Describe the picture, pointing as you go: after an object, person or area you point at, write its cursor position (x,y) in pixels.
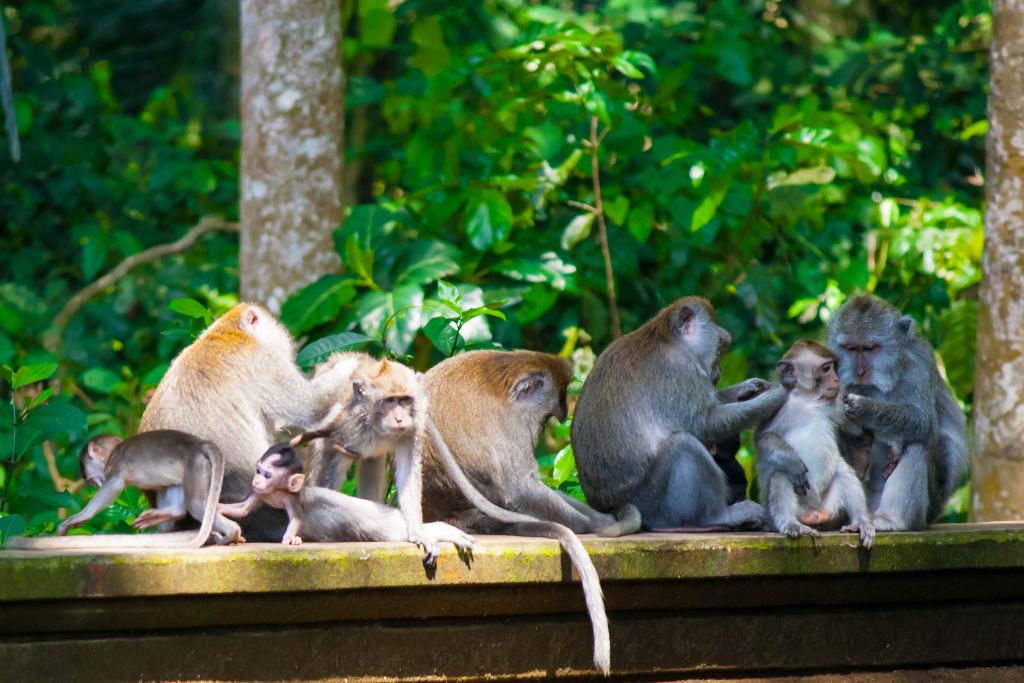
In this image we can see a group of monkeys (494,486) sitting on the wall (146,551). In the background (687,275) we can see trees (603,317).
